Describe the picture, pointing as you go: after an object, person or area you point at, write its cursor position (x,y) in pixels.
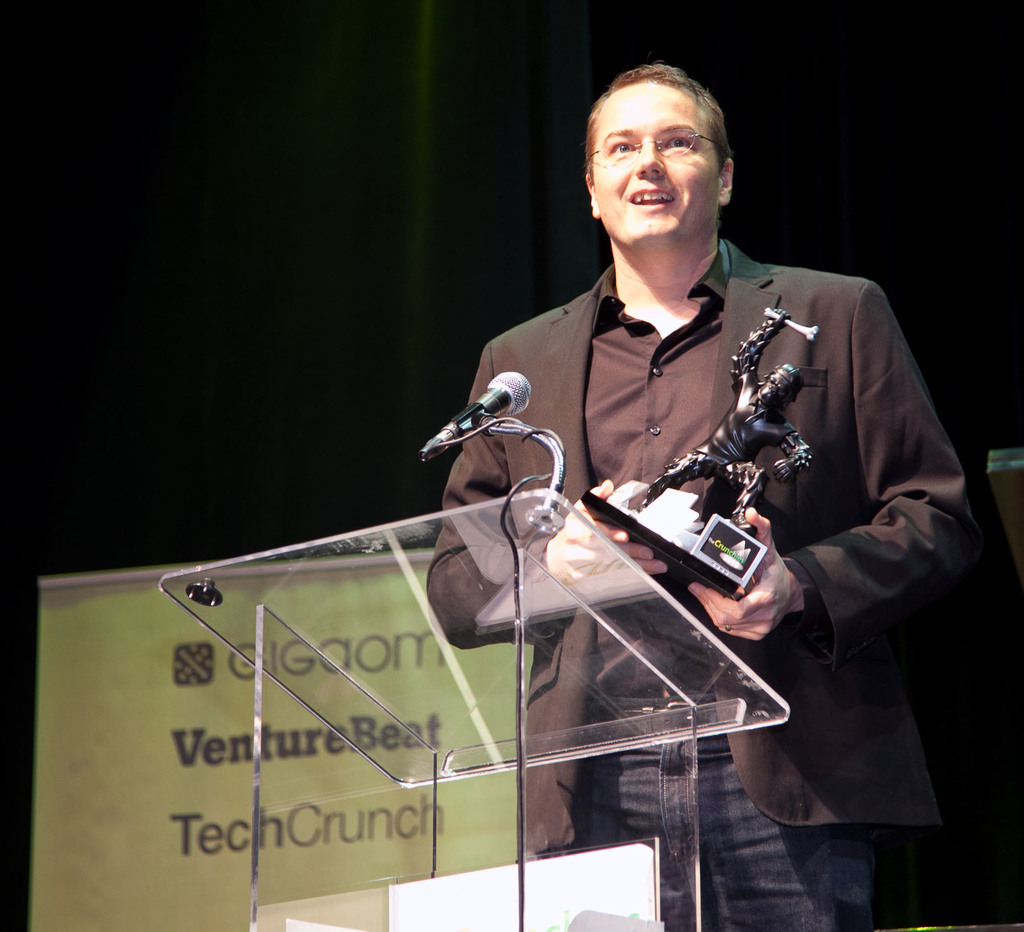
In the foreground (887,821) I can see a person (919,507) is standing on the stage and is holding a trophy (746,501) in hand (754,516) in front of a table (512,730) and mike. In the background (436,718) I can see dark color and a board (242,711). This image is taken may be on the stage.
